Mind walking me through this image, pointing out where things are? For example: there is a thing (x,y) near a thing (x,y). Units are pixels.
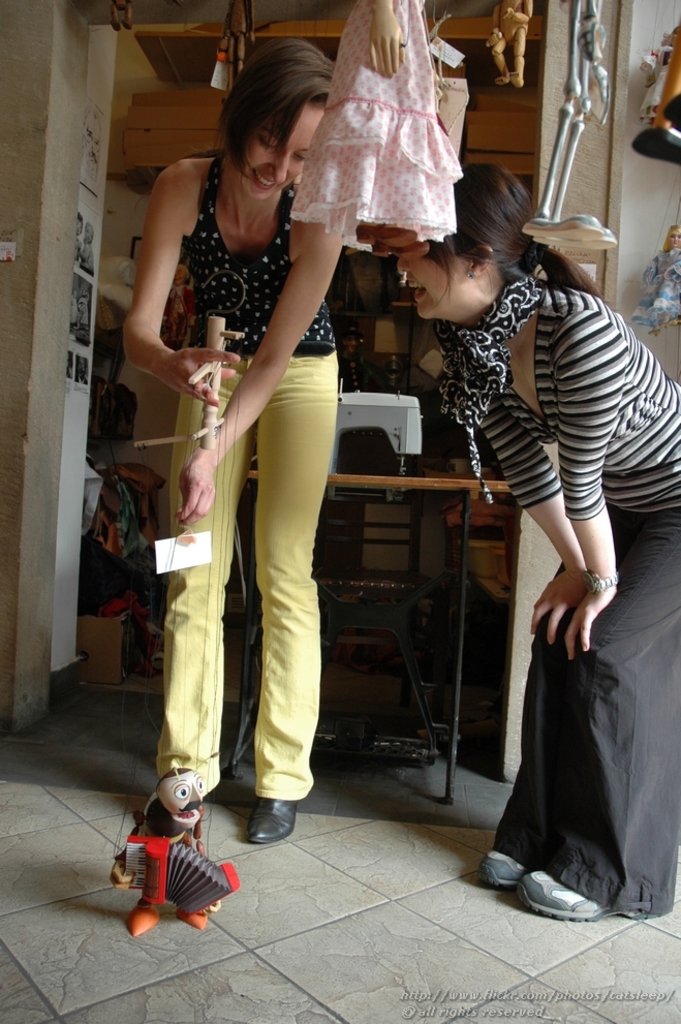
In this image we can see two women (271,684). We can also see the toys (425,68), a sewing machine (334,472) and also the photographs (91,229) attached to the pillar (40,201). We can see the clothes (137,467), floor (338,867) and also the text (487,989) in the bottom right corner (602,1000).
